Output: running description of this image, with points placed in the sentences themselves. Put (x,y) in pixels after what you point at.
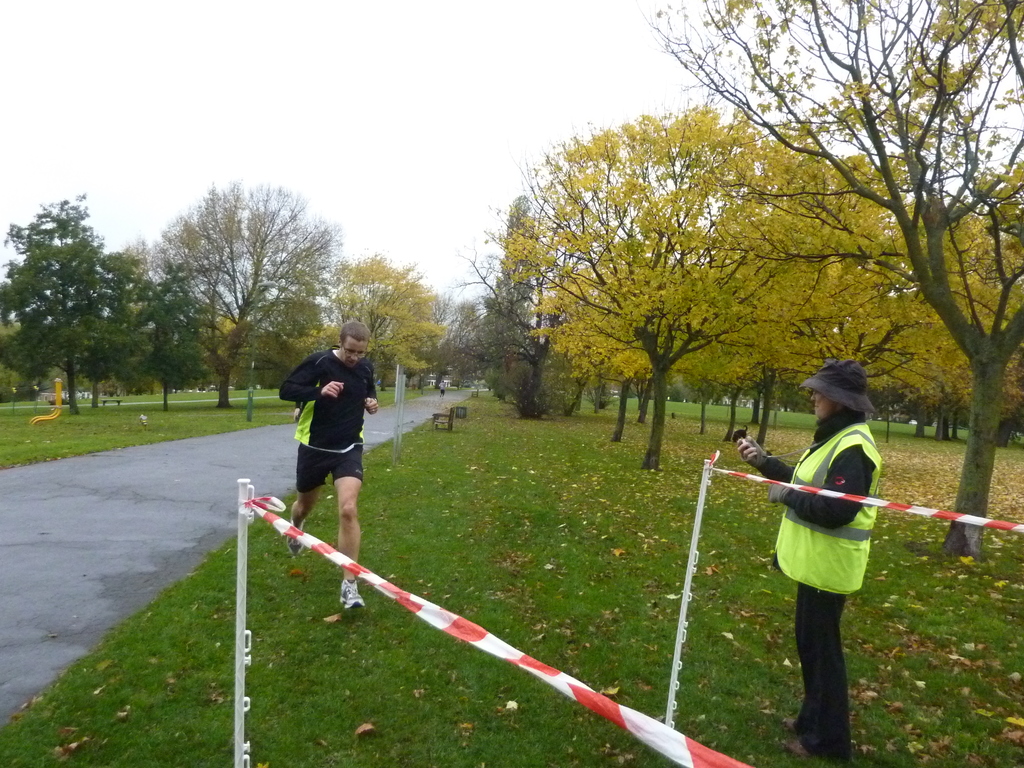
In this image in the front (260,563) there is grass (252,672) and there are dry leaves (605,538) on the ground (615,548) and there is a man (328,445) running. On the right side (824,507) there is a man (831,535) standing wearing a black hat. In the background (150,340) there are trees (553,312) and there's grass (213,407) on the ground (238,402). In the front (454,632) on the right side (692,582) there are poles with red and white colour objects (476,644).
